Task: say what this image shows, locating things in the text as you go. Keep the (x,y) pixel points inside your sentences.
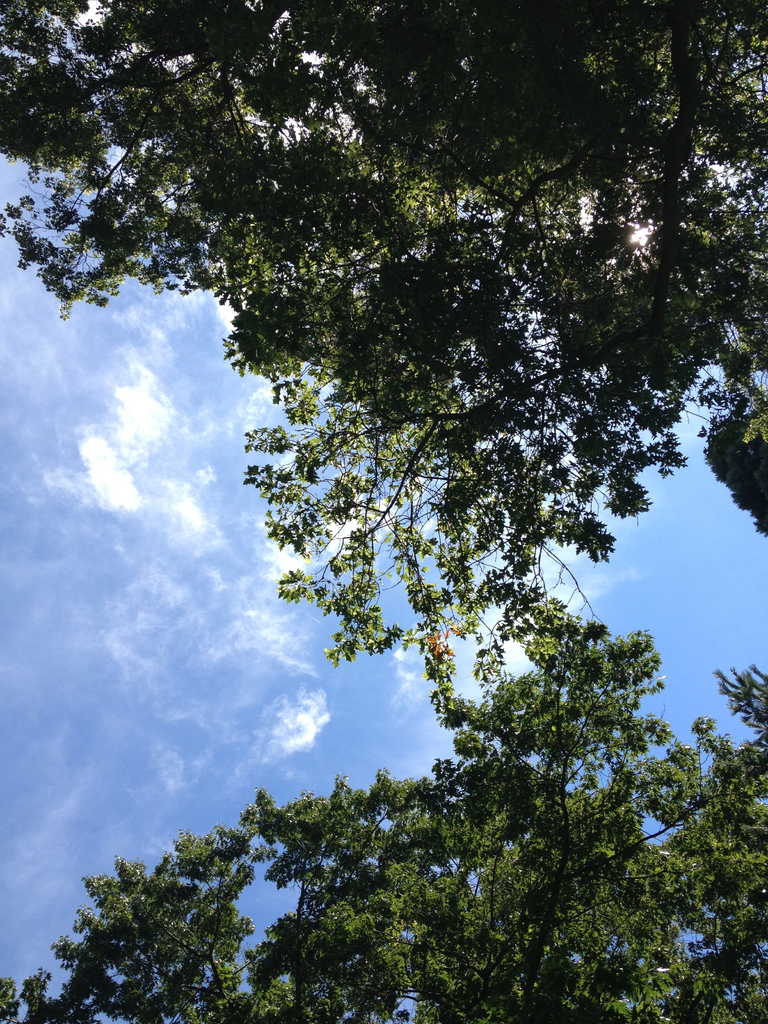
In the image we can see some trees (637,14). Behind the trees (409,3) there are some clouds (10,358) and sky (204,504).
